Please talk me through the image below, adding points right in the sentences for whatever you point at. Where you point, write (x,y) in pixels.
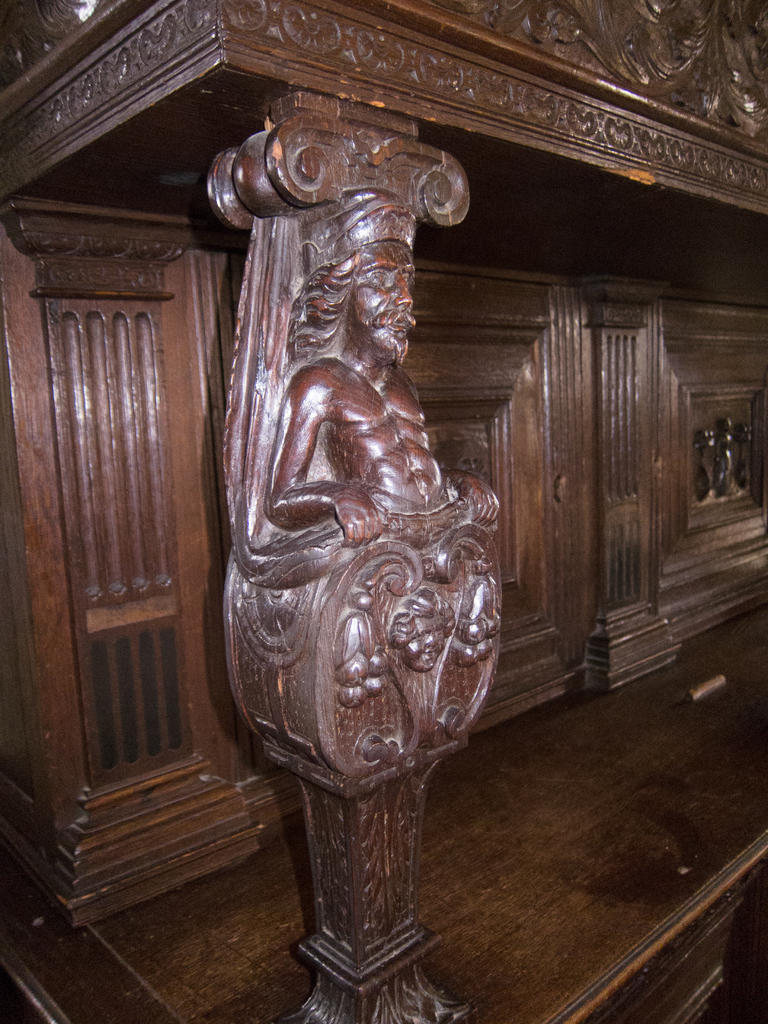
There are sculptures (367,485) on a wooden pole (359,574). In the background (162,621), there is a wooden wall (133,417).
